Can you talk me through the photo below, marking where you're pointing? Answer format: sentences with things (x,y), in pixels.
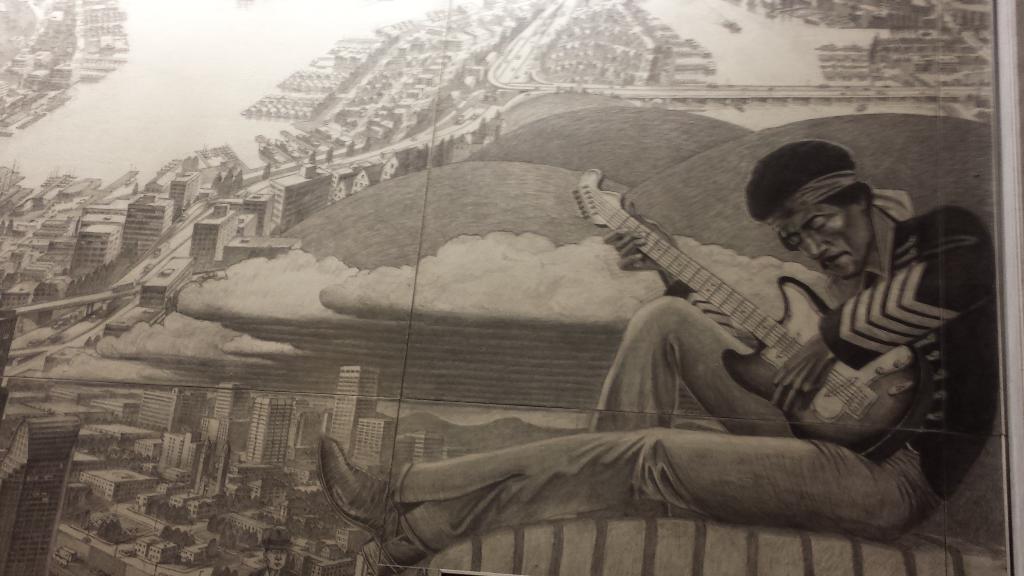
In the picture I can see sketch of buildings (219,400) and a man (860,346) who is sitting and holding a guitar (776,356) in hands (788,394). The picture is black and white in color.
